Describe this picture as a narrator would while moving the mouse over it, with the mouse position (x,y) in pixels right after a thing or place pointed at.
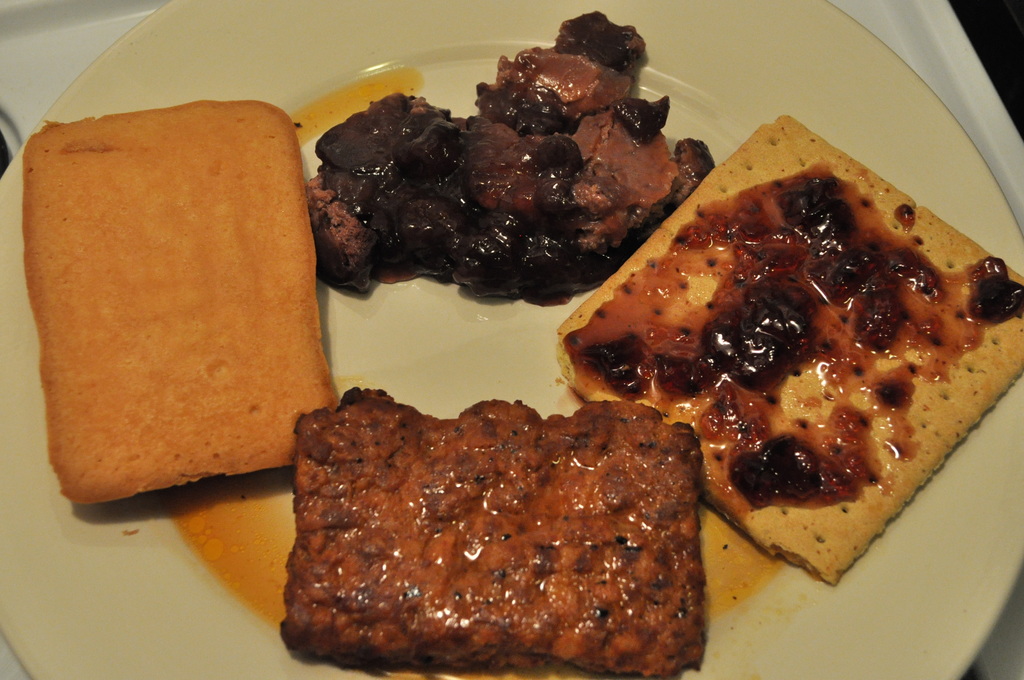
In this image there is a plate (718,123) on a tray (943,36). There is some food (375,195) on the plate (966,150).
